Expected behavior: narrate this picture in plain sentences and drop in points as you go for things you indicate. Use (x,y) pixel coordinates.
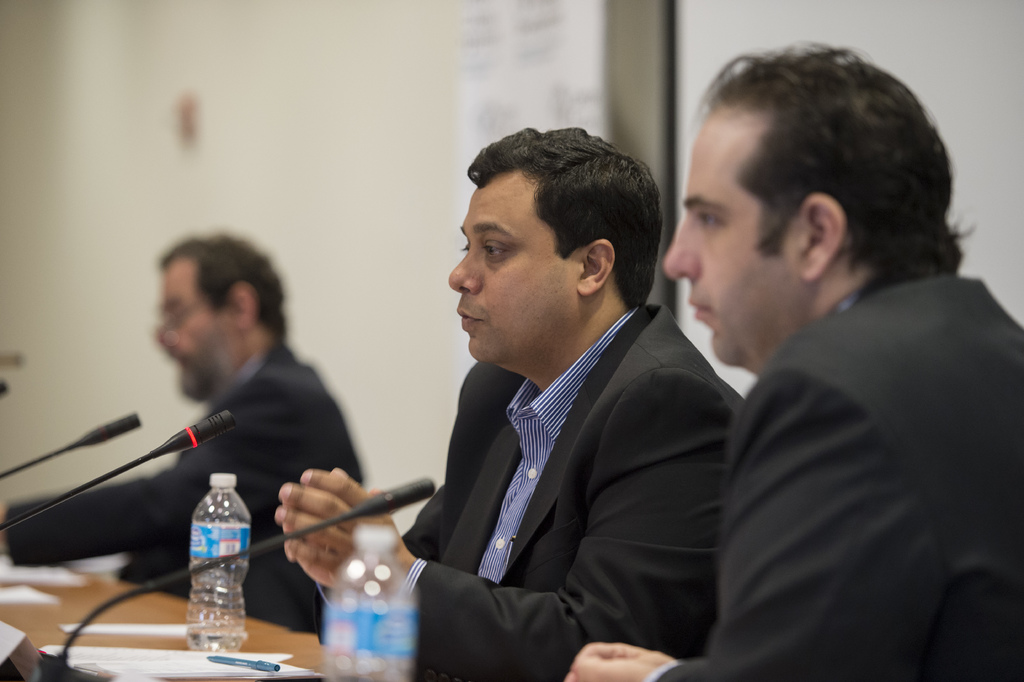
This image is taken indoors. At the bottom of the image (194,602) there is a table (112,611) with bottles (190,624), pens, papers (131,681) and mics (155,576) on it. On both sides of the image three men (437,530) are sitting on the chairs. In the background (320,289) there is a wall (362,194).
